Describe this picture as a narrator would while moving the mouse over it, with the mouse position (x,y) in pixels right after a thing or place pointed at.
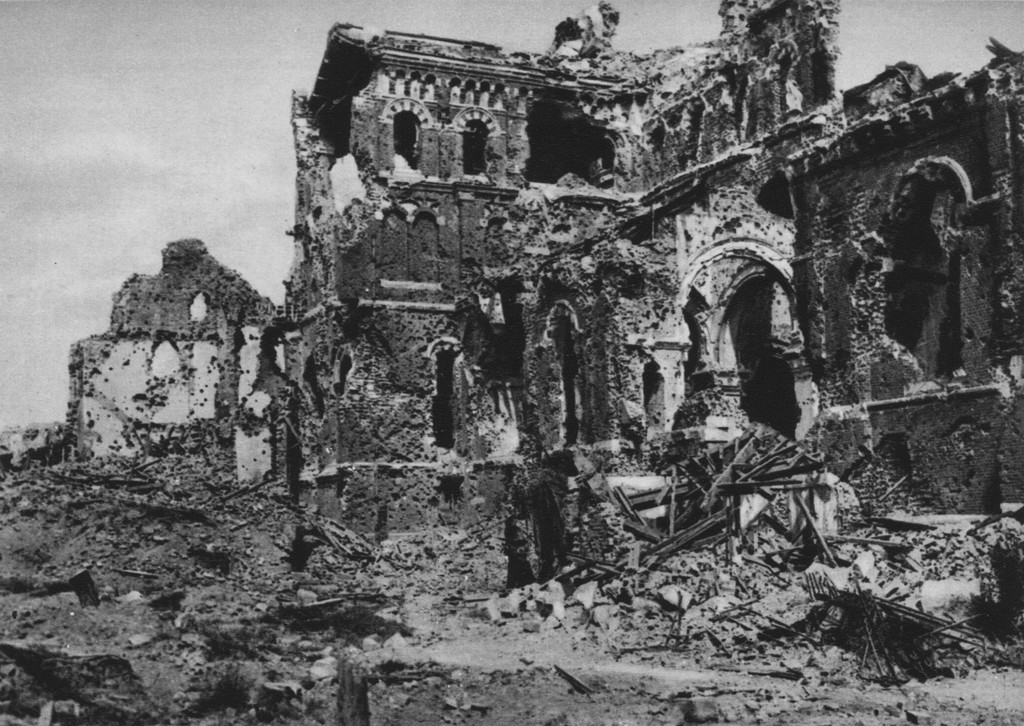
In this black and white image, we can see an ancient monument (757,382). There is a sky (157,68) at the top of the image (375,34).
